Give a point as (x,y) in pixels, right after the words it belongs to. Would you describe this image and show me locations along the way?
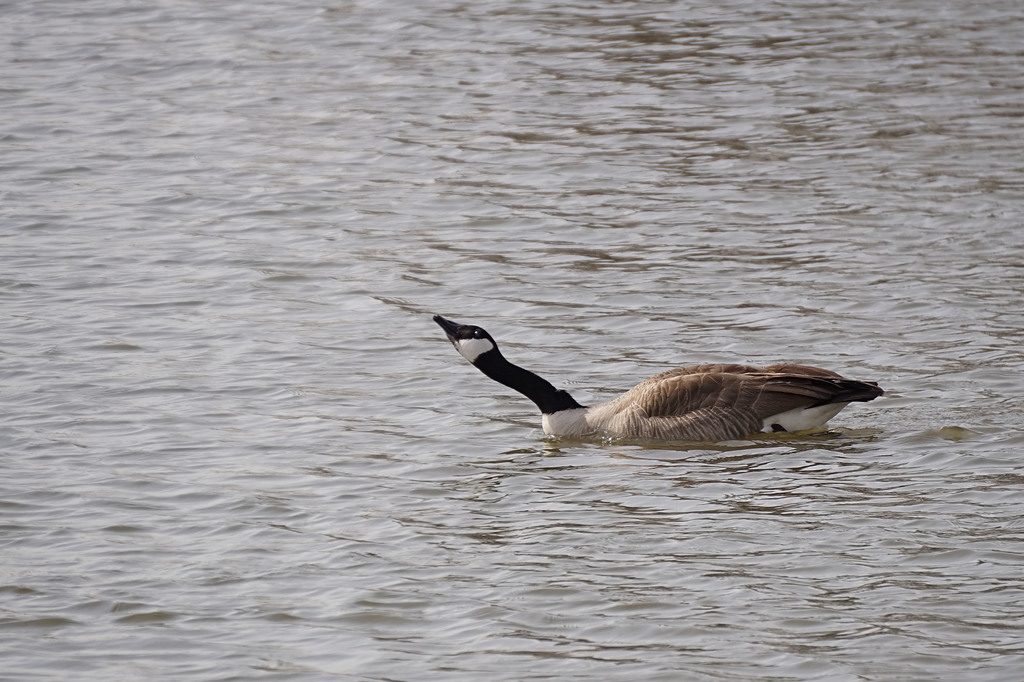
In this image, I can see a goose (577,413) in the water (505,453). This is the water (364,182) flowing.
